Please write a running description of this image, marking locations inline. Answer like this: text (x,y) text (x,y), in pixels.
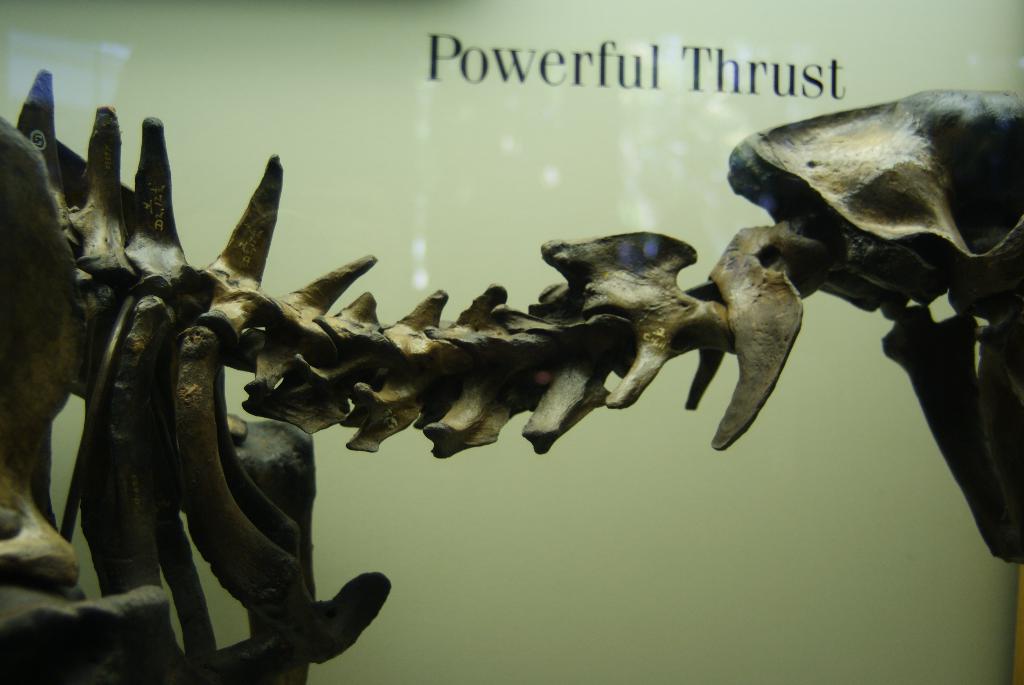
In this picture there is a skeleton (772,267). At the back (713,169) there is text (709,63) on the board (326,43). In the foreground (318,165) it looks like a mirror (690,183).
